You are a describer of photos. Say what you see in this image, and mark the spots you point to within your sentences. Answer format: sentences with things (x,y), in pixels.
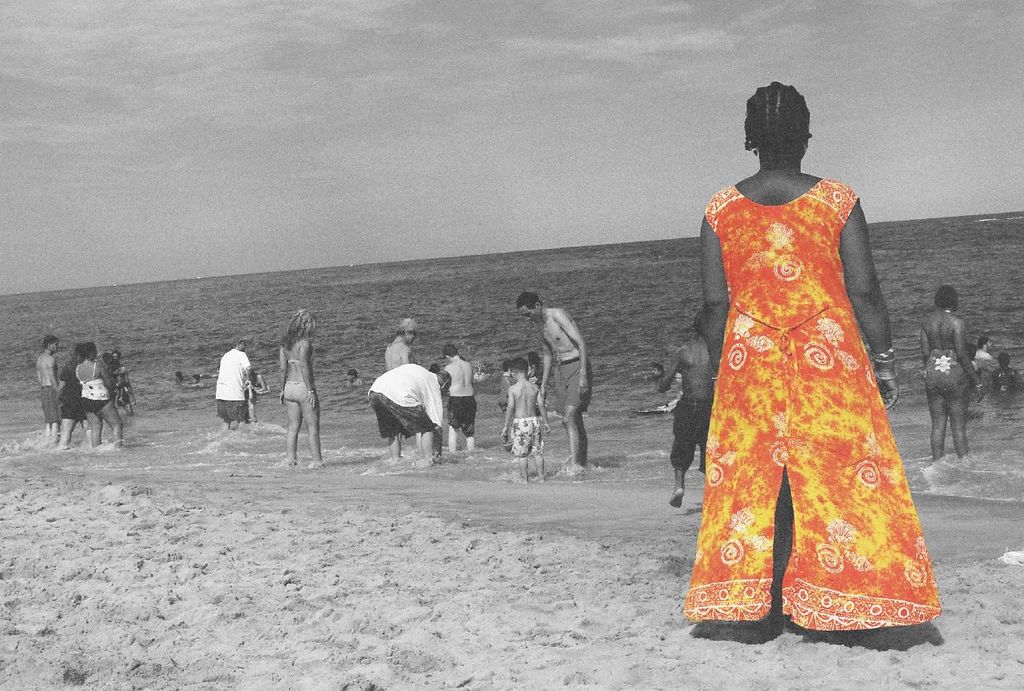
In this picture there is a lady (798,138) who is standing on the right side of the image (733,607) and there are other people (964,445) in the center of the image (499,364), there is water (975,245) in the center of the image (509,286), it seems to be the bank (689,674) of a beach (629,673).
